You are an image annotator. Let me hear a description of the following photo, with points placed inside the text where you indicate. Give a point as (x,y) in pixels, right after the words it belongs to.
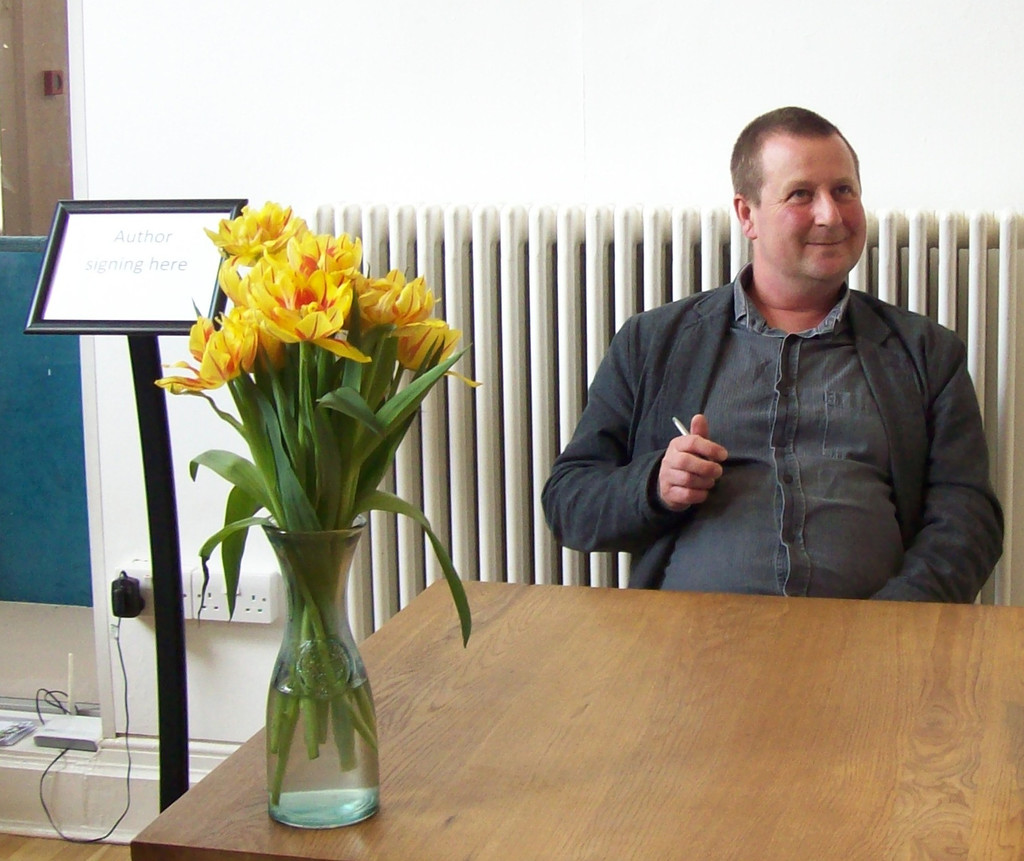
In this image I can see a man (775,401). On the table (564,703) there is a flower pot (314,690). There is a board (150,444). At the back side (168,116) there is a wall (286,50).
